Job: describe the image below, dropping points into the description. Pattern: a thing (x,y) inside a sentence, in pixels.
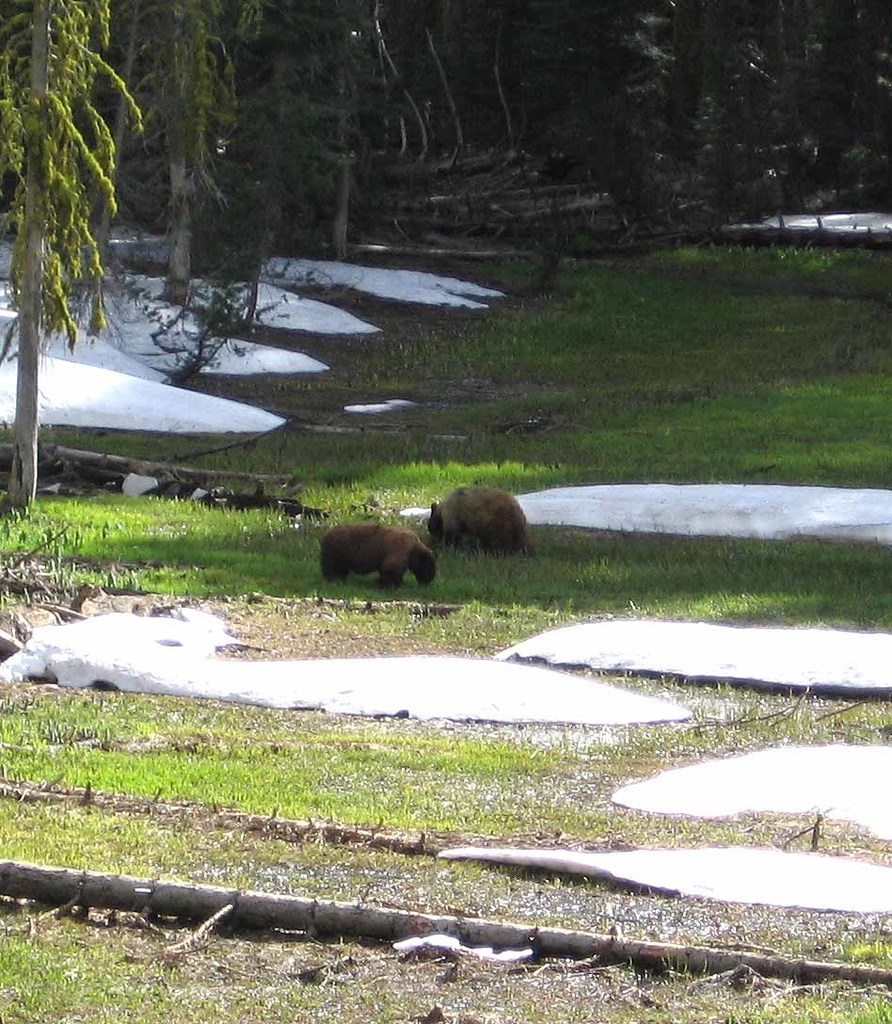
In this image we can see two animals (424,560) on the ground (247,646). In the background (148,291), we can see snow (144,379), grass (753,386), a group of trees (668,70) and wood logs (332,827) on the ground (470,955).
